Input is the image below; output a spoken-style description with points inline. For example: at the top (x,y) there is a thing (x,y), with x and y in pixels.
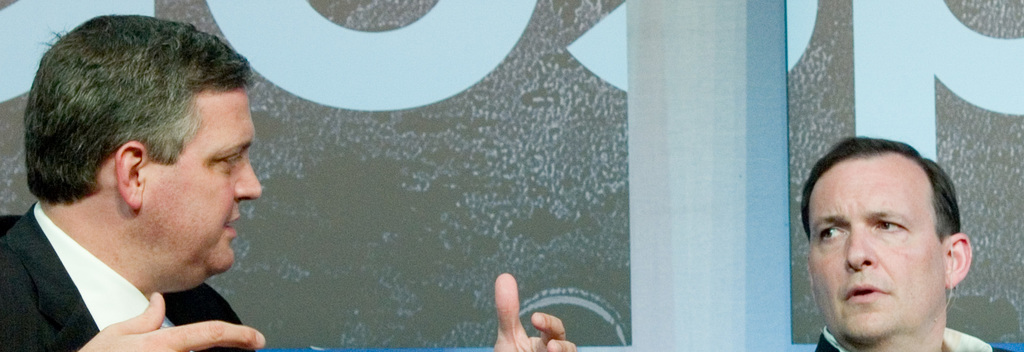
In the image there are two men (831,320) in black suits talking with each other and behind them there is wall (473,40).
